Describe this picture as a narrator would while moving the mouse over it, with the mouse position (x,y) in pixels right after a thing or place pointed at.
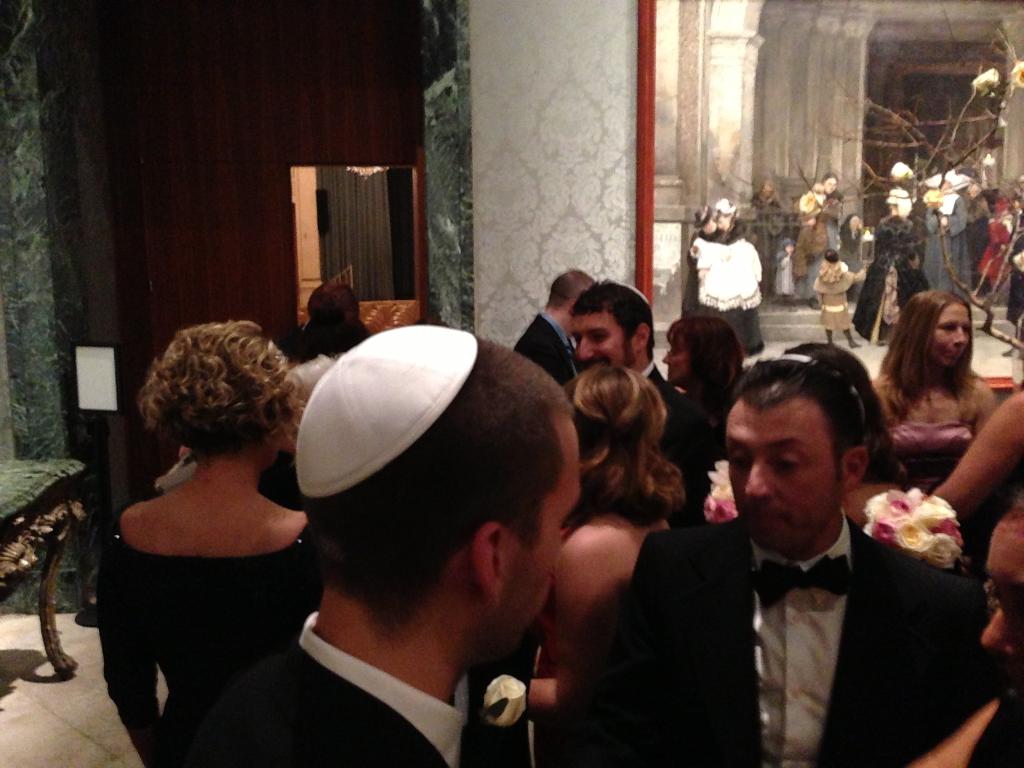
In this picture we can see a group of people (150,553), flowers (936,516), walls (107,175), branches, mirror (347,239) and some objects (14,553).
